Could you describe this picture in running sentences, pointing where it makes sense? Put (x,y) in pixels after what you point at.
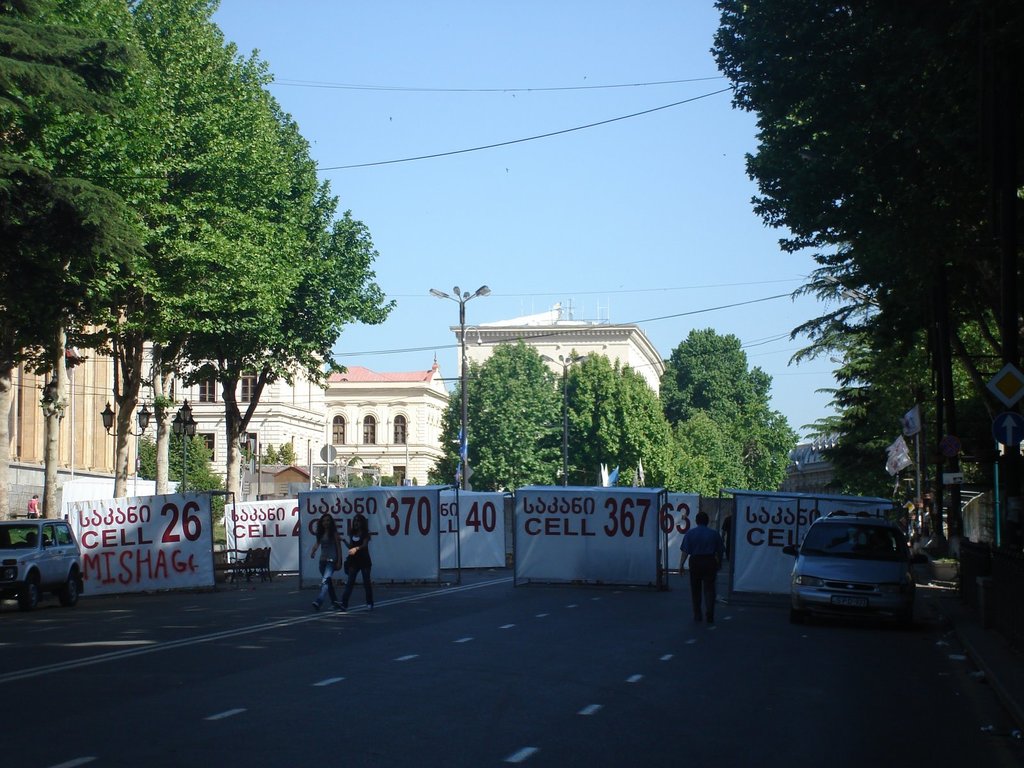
This image is taken outdoors. At the top of the image (419,115) there is the sky (650,287). At the bottom of the image (383,697) there is a road (236,705). In the background (356,410) there are a few buildings (342,409). There are a few trees (232,488) and plants (190,480) on the ground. There are a few poles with street lights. In the middle of the image (660,418) there are a few trees (588,405). There are many boards (372,492) with text (633,513) on them. A car (849,572) is parked on the road (827,676). A few are walking on the road (805,689). On the left (84,323) and right sides of the image there are a few trees (335,273) with leaves (134,255), stems (253,398) and branches (878,251) and a car (48,565) is parked on the road (16,619).
